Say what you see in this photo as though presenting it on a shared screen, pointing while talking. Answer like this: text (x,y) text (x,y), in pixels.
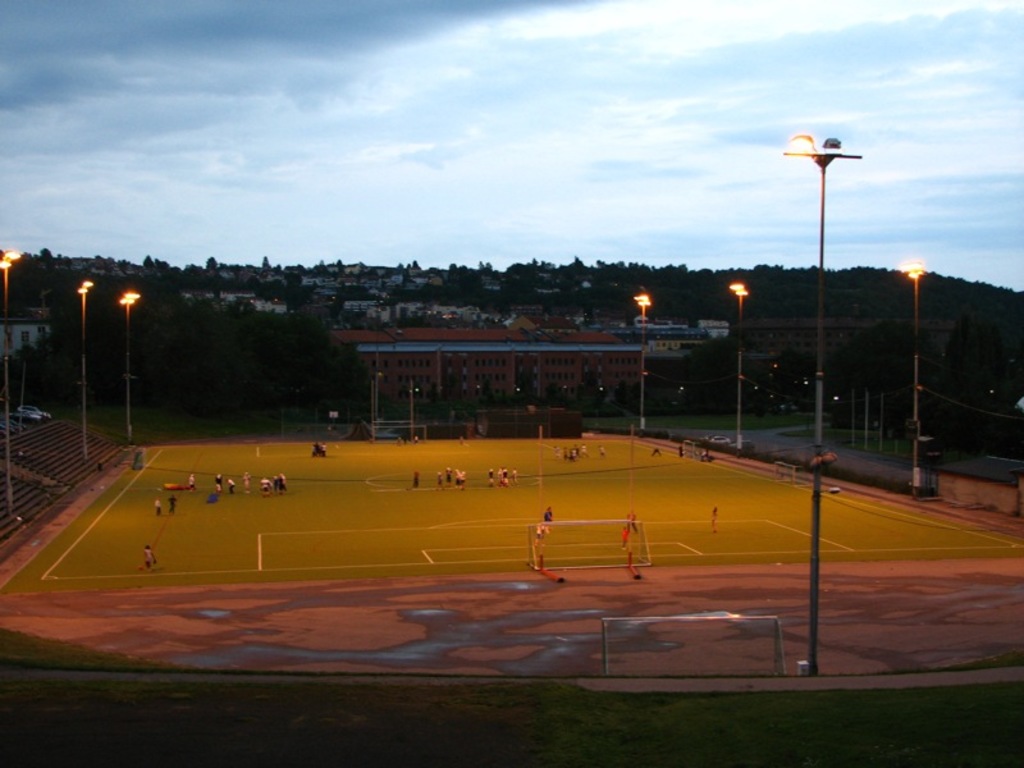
In this image there is a stadium (430,521), around the stadium (470,447) there are yellow lights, in the background (392,335) there are houses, trees (718,284) and a blue sky (360,195).
